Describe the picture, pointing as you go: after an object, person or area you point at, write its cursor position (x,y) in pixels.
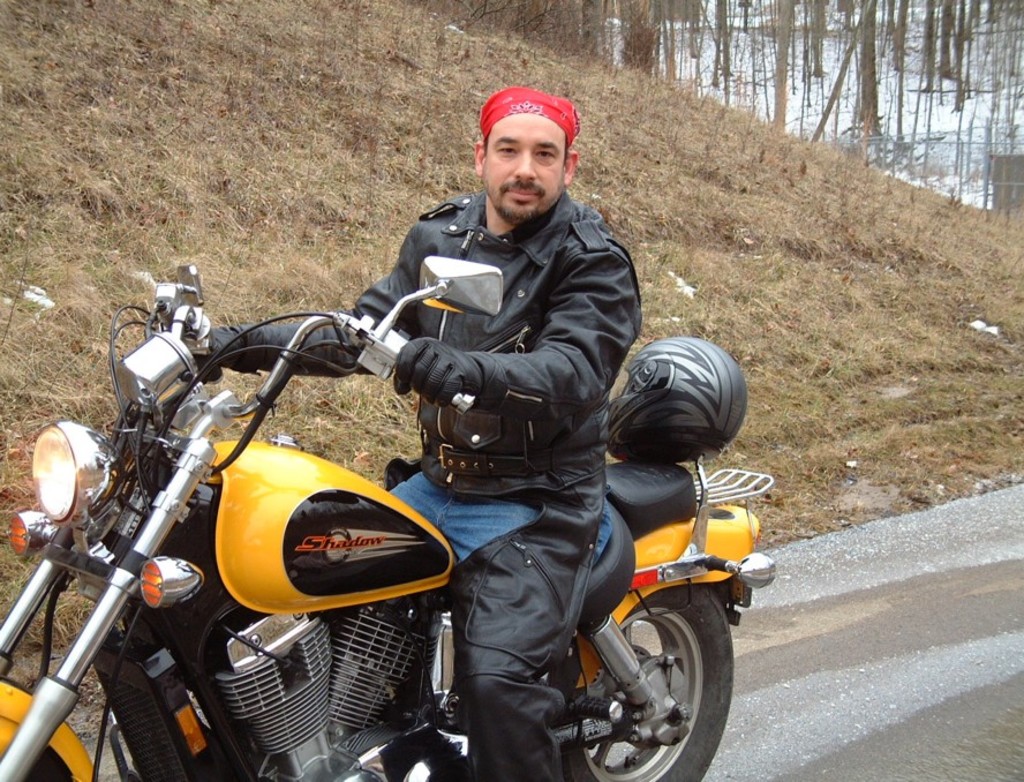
This man (520,327) wore black jacket (528,386), holding handle (384,345) and sitting on this motor bike (592,574). Far there are number of trees (847,18). On this motorbike (636,539) there is a helmet (683,423).
